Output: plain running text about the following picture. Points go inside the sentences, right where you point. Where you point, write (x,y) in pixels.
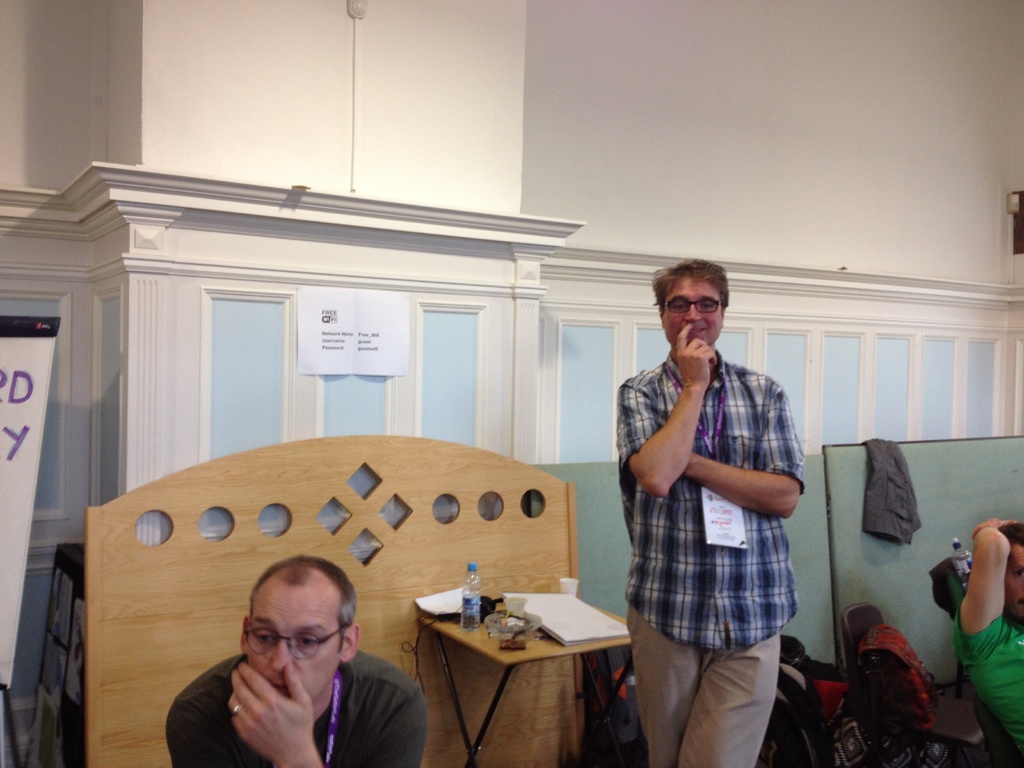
In the left side (267,587) a man (319,625) is there, he wore spectacles (313,653). In the right side (741,383) a man (683,442) is standing and smiling.
